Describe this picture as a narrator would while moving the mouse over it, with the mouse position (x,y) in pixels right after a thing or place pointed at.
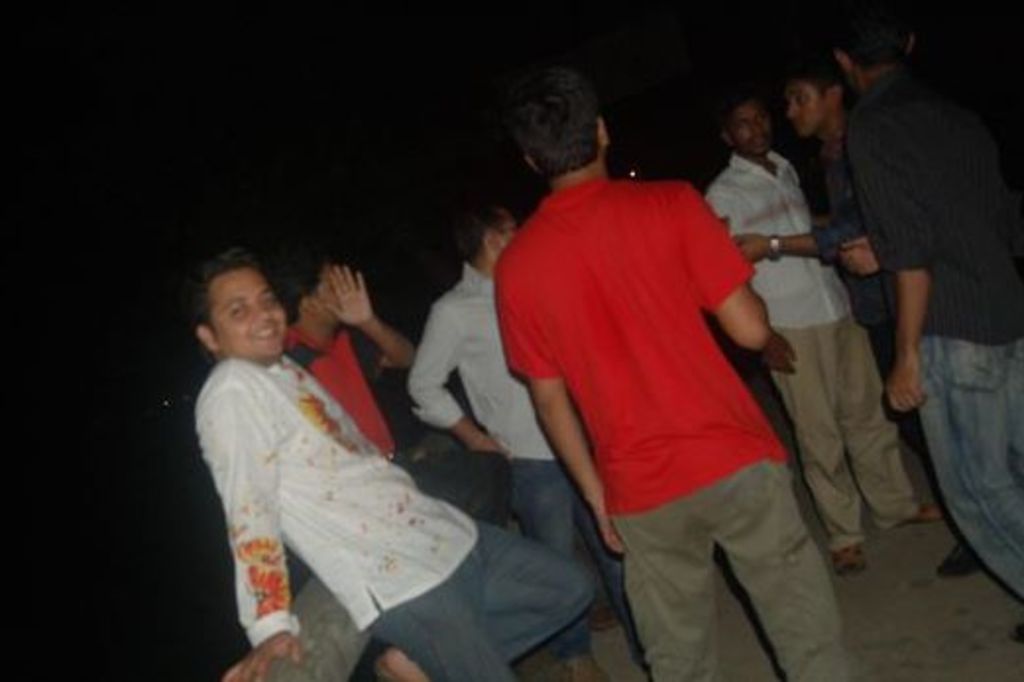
In this image we can see these people (708,589) are standing on the ground (598,641) and this person (402,641) is standing near the wall (332,600). The background of the image (667,50) is dark.
